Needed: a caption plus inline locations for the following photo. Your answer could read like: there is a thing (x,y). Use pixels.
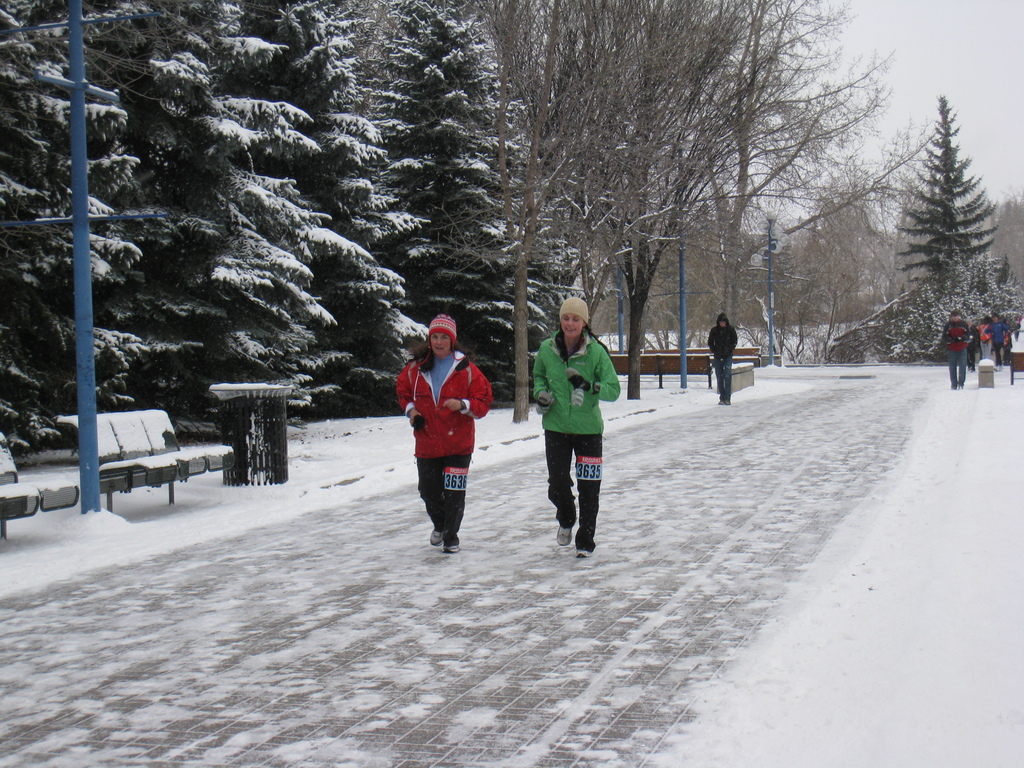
In this image I can see few people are walking and wearing different color dresses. I can see few benches (18,499), trees (102,403), poles (79,332) and the snow (803,498). The sky (977,10) is in white color.
